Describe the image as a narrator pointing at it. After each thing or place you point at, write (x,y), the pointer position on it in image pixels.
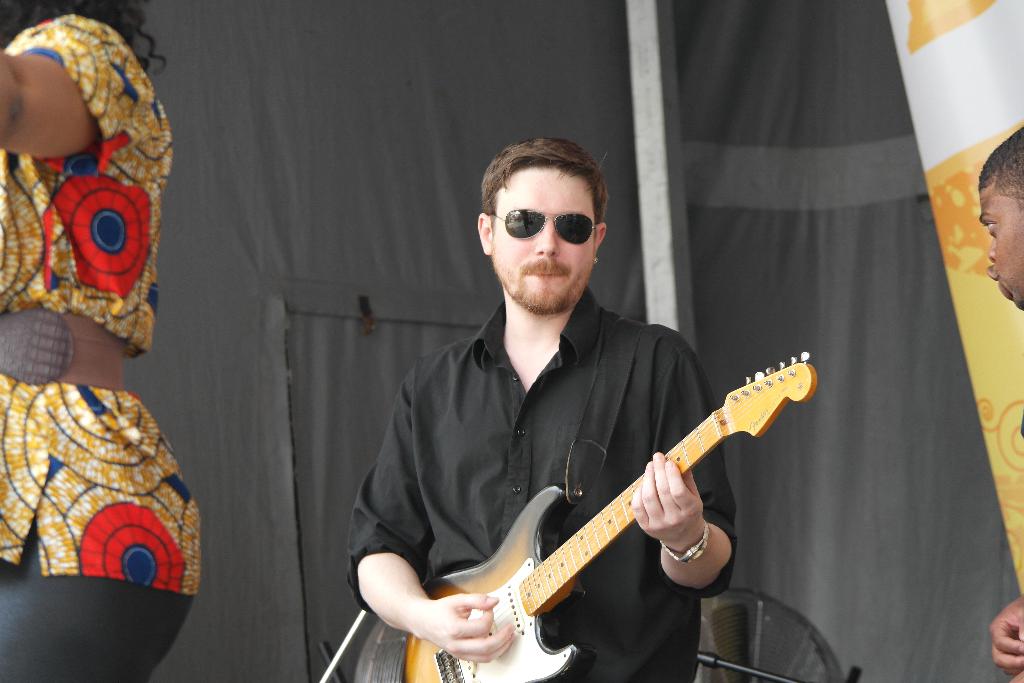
In this Picture we can see man (484,463) wearing Black Shirt (599,363) and sunglasses (570,234) holding a guitar (568,593) in the hand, Beside a woman (83,415) wearing colorful dress (70,238) is standing. Behind we can see black curtain (441,136) and two table fans (743,641).
